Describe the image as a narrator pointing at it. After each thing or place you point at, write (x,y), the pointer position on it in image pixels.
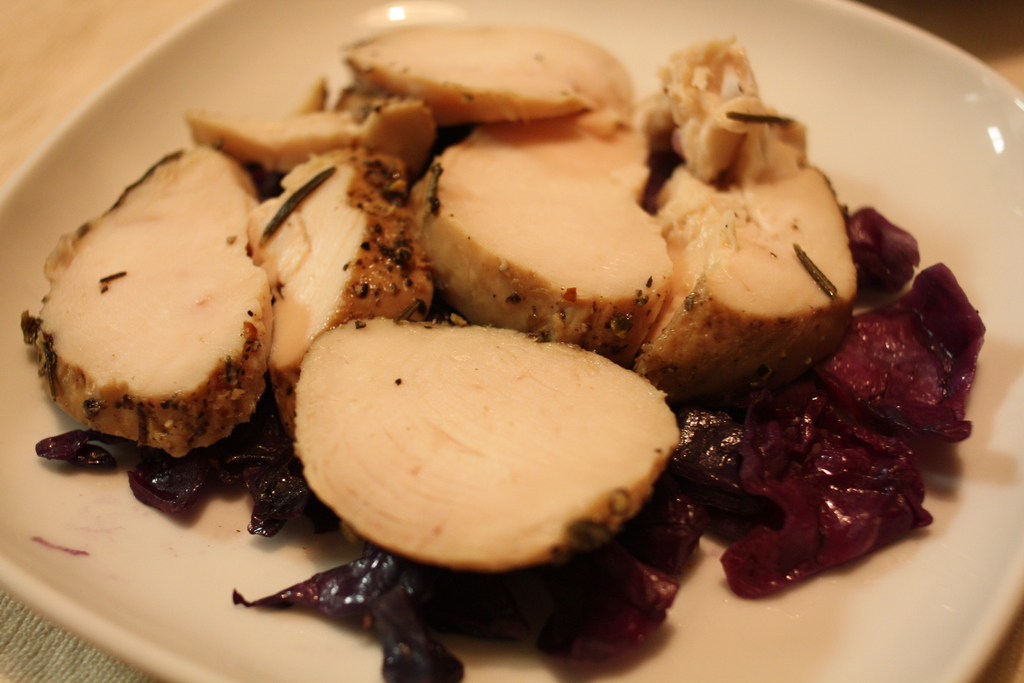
In this image, we can see a food (509,448) in the plate (710,566).
